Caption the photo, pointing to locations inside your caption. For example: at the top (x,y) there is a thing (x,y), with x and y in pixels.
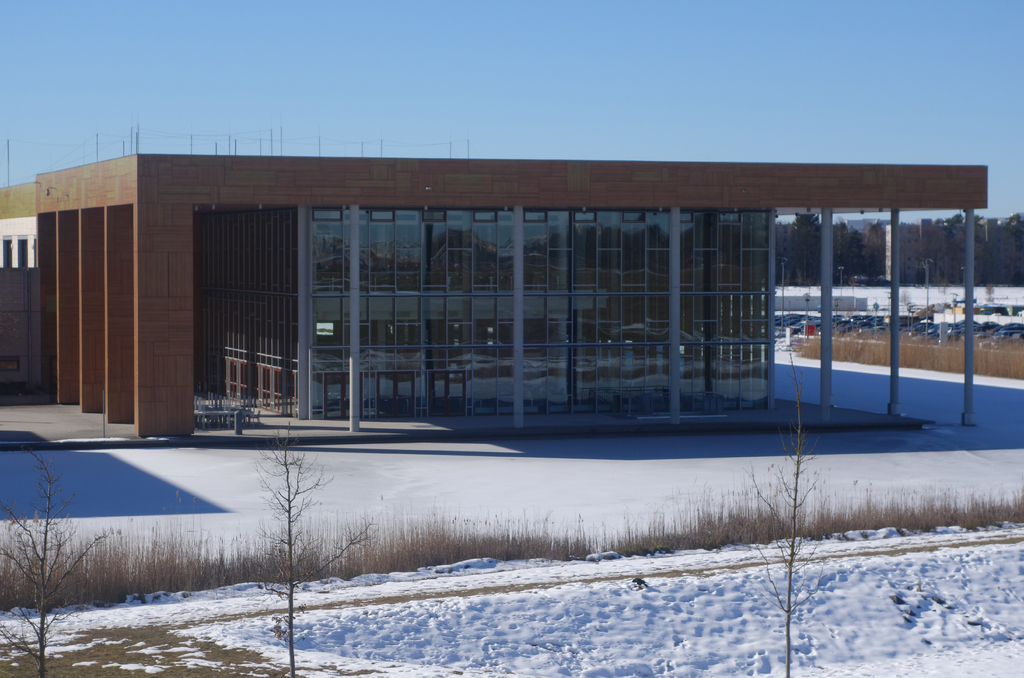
There is a building (515,336) and there is snow (750,590) in front of it and there are few vehicles (884,329) in the right corner (848,331).
